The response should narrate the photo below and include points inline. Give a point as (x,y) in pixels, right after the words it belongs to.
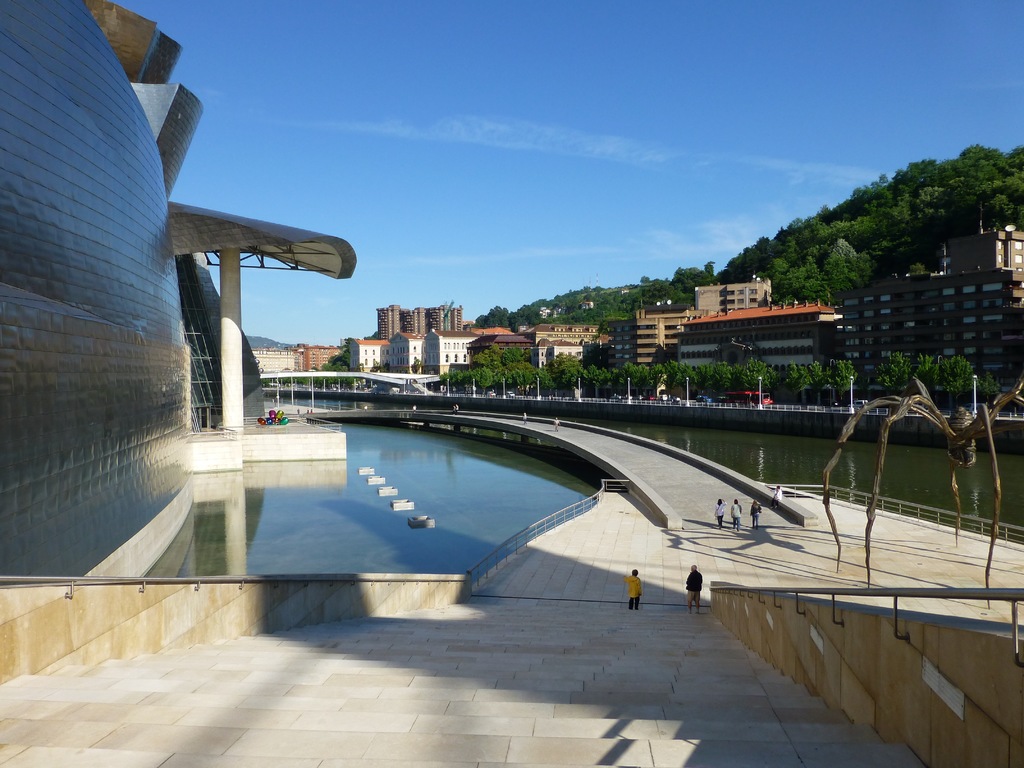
In this image we can see the buildings (56,513), trees (719,374), light poles (759,385), railing (617,481), bridge (641,493), water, stairs (674,734) and also the people (737,508). We can also see the sky (542,165).
